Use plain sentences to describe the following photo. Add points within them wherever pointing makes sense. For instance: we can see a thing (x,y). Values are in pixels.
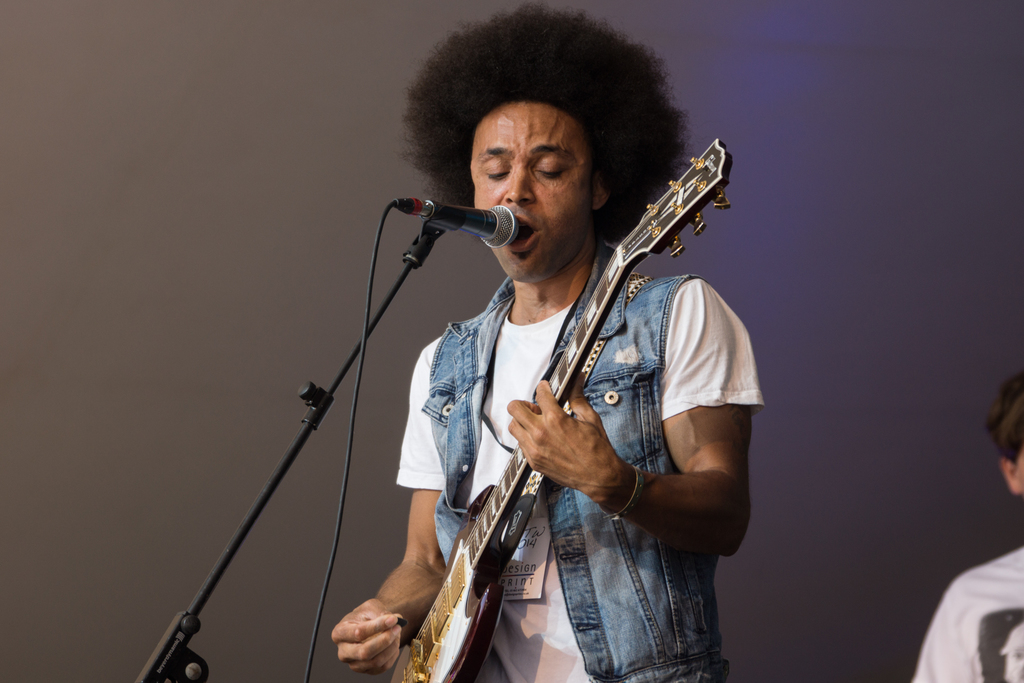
In this image the man (666,178) wearing white t-shirt (548,662) and blue jacket (602,667) is playing a guitar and singing. In front of him, there is mic (450,222) along with mic stand (225,563). The background (121,311) is gray in color.
